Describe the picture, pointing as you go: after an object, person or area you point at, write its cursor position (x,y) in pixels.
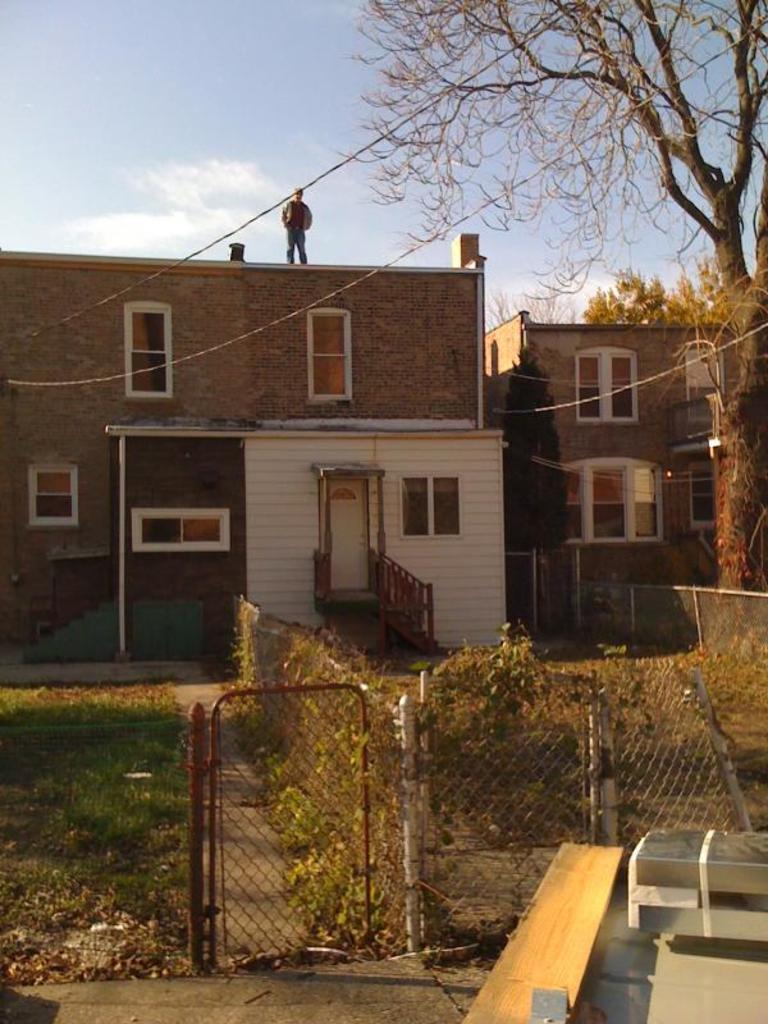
In the image there is fence (531,808) in the front (498,824) with a building (315,390) behind it and garden (123,760) in front of it, there is a man (285,222) standing on the roof (295,267) of the building (318,386), there are trees (722,235) on the right side (613,93) and above its sky (174,130) with clouds (199,200).
